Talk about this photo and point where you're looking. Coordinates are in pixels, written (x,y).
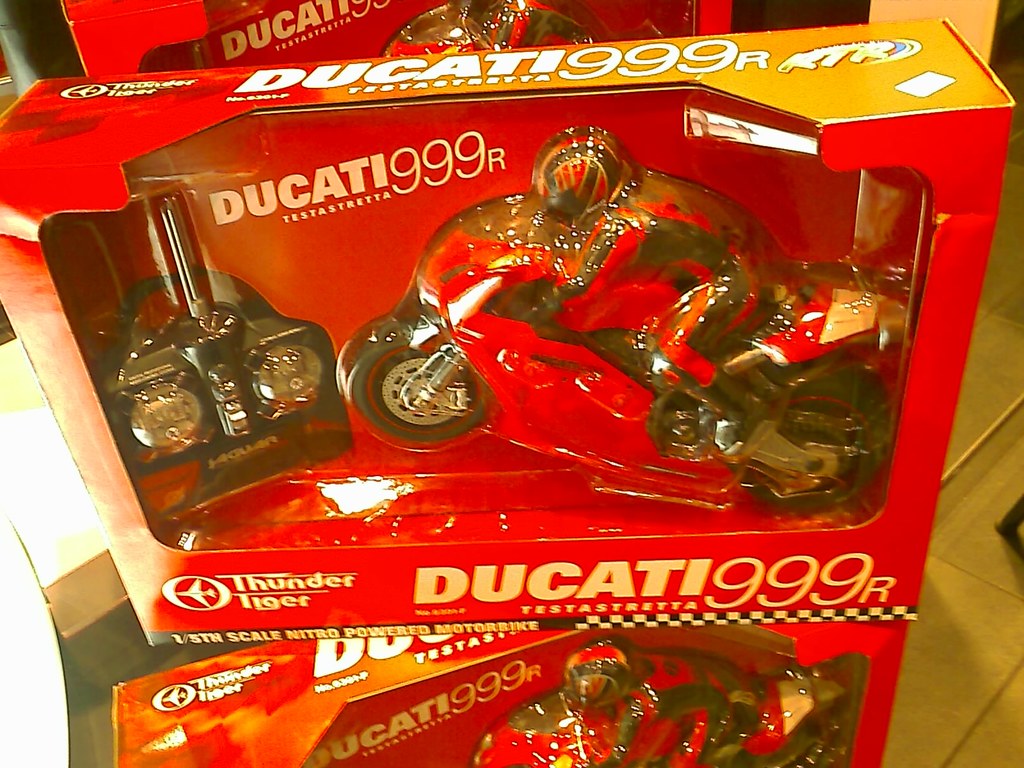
In this picture we can see carton boxes (941,144). In the carton boxes (302,68) we can see the toys (742,341) and bikes (747,359) which are kept on the table (27,547). On the right (1008,687) we can see the tiled floor (976,371).
